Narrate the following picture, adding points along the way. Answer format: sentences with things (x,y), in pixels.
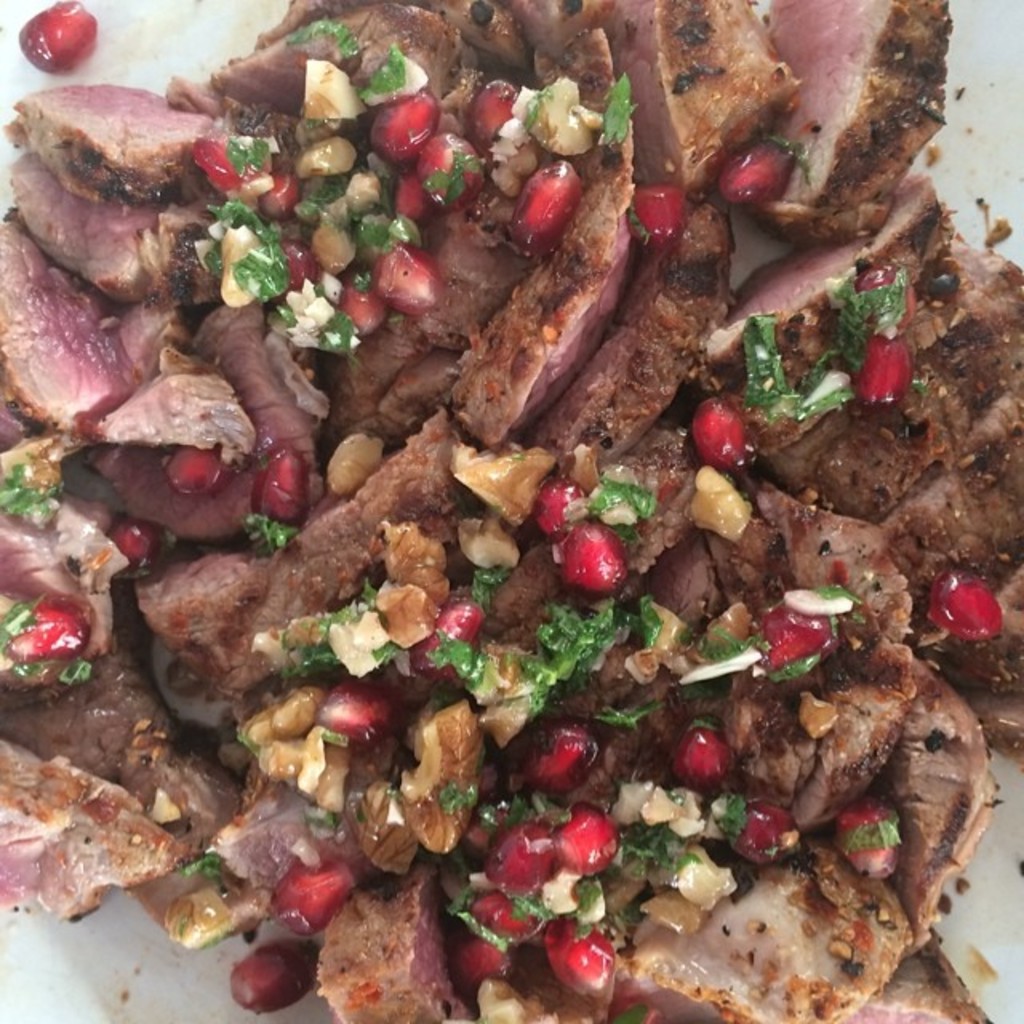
In this image we can see some food (567,621) containing meat (362,500) and pomegranate (599,530) in a plate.
